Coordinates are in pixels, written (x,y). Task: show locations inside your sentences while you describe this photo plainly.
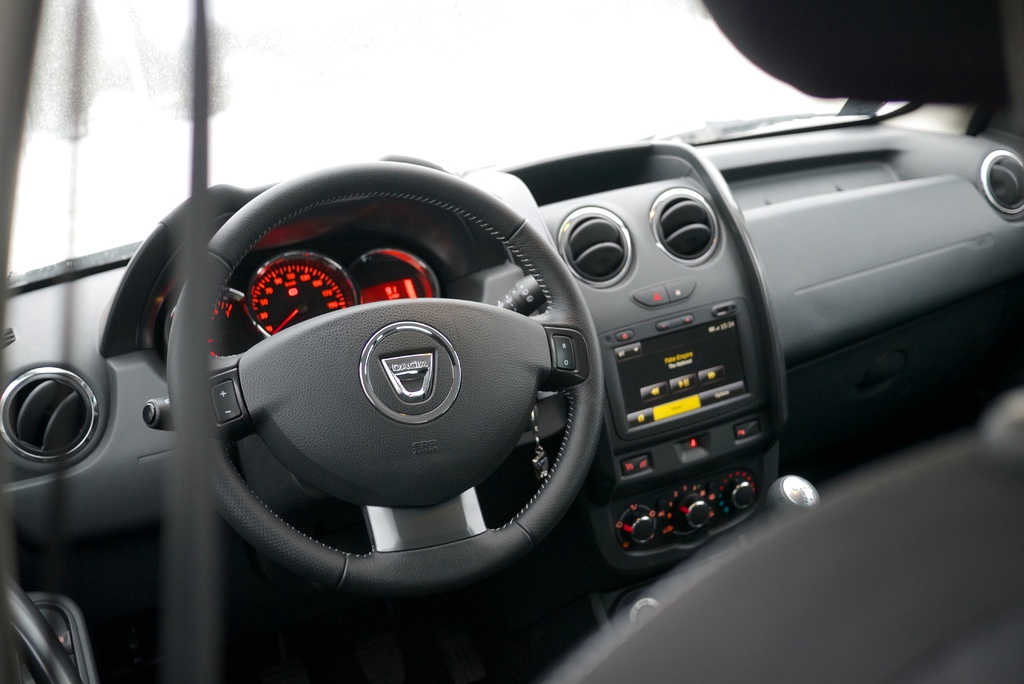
Here in this picture we can see a dash board (749,239), on which we can see a steering (430,380), speedometers (330,301) and music player (634,370) and AC ducts (51,403) and knobs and gear rod (797,506) present all over there and in the front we can see a wind shield (273,100) present over there.
